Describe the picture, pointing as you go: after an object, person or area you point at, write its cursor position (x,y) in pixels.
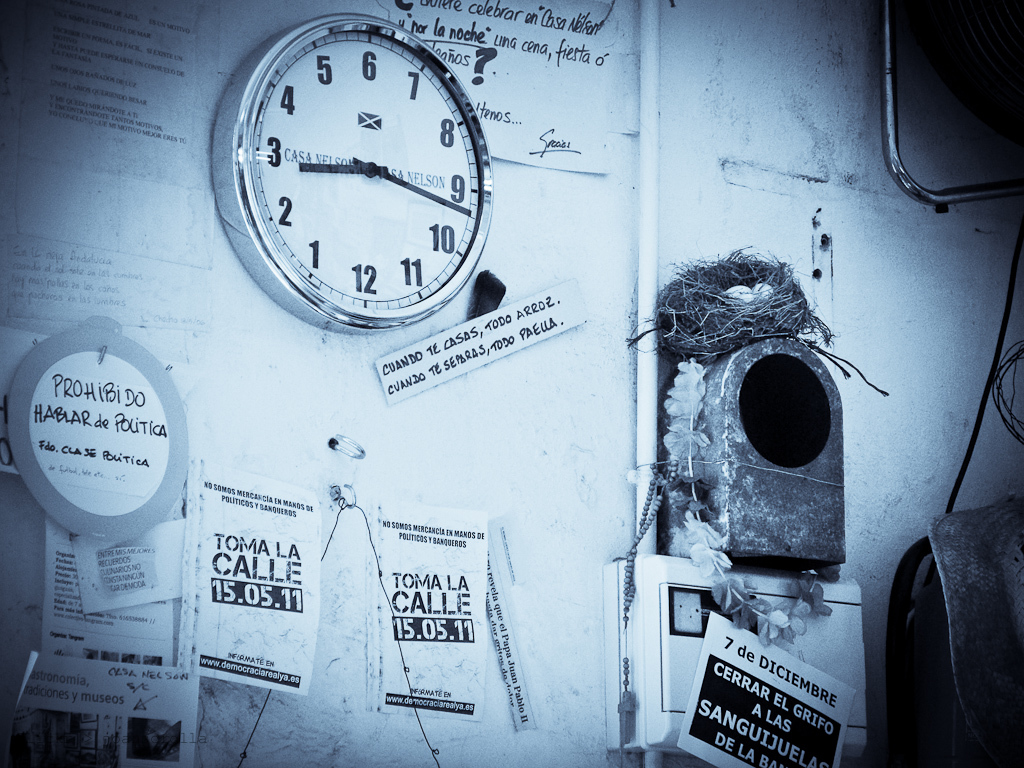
In the center of the image (541,469) there is a wall (570,351). There is a watch (336,73). There are posters (127,551). There is a nest (761,305). There are many objects (678,545) on the wall (676,190).
